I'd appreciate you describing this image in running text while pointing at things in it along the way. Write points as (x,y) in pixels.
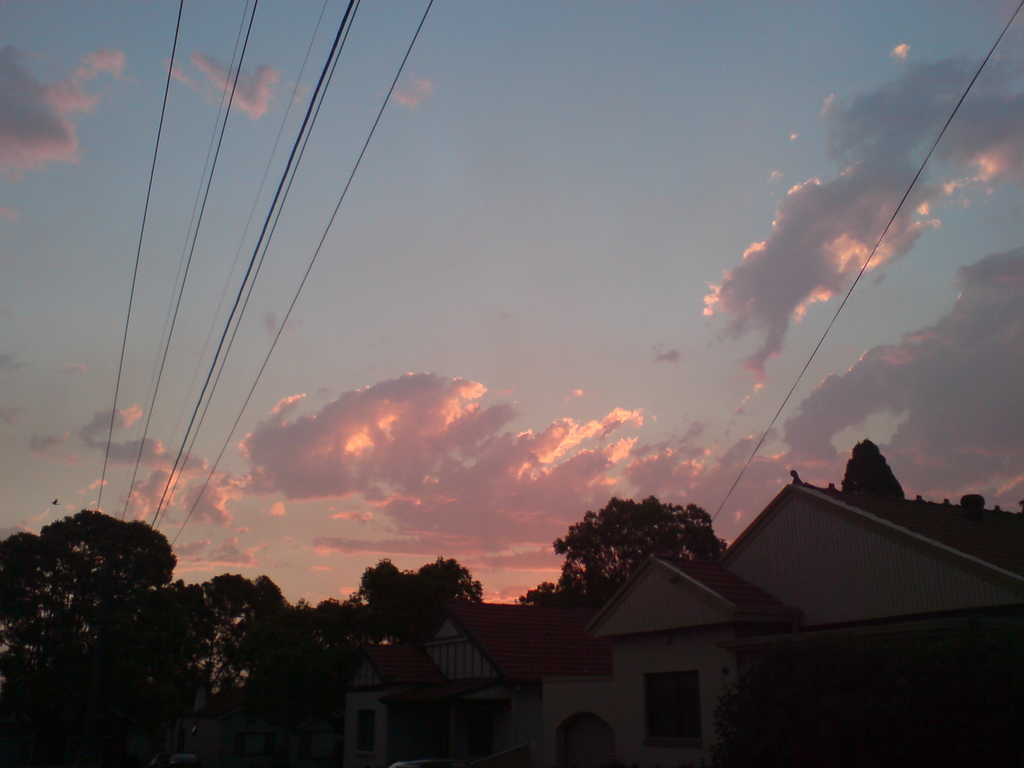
This part of the image is blurred, where we can see houses (707,701) and trees (394,570). Here we can see wires (176,463) and the sky (297,302) with clouds (933,163) in the background (600,357).
